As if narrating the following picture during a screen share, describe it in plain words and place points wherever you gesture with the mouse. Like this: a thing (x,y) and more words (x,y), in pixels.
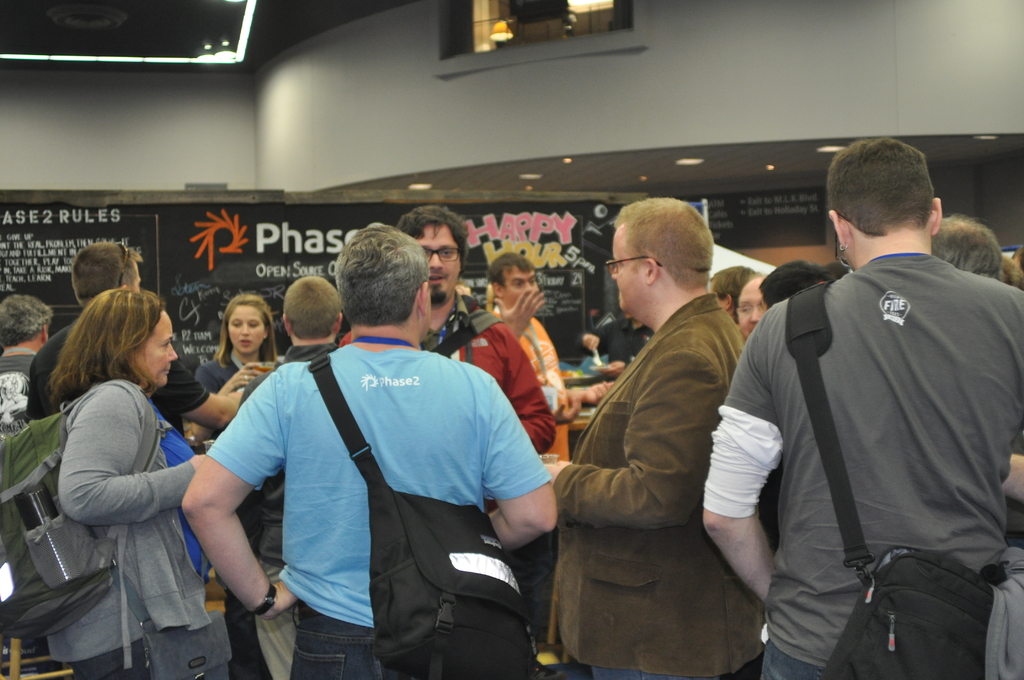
In this image we can see many people (509,452) and few people (509,452) are wearing bags (353,446). We can see few people (644,475) holding some objects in their hands (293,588). There are few boards (548,274) in the image. We can see many lights (224,53) in the image. We can see a lamp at the top of the image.
